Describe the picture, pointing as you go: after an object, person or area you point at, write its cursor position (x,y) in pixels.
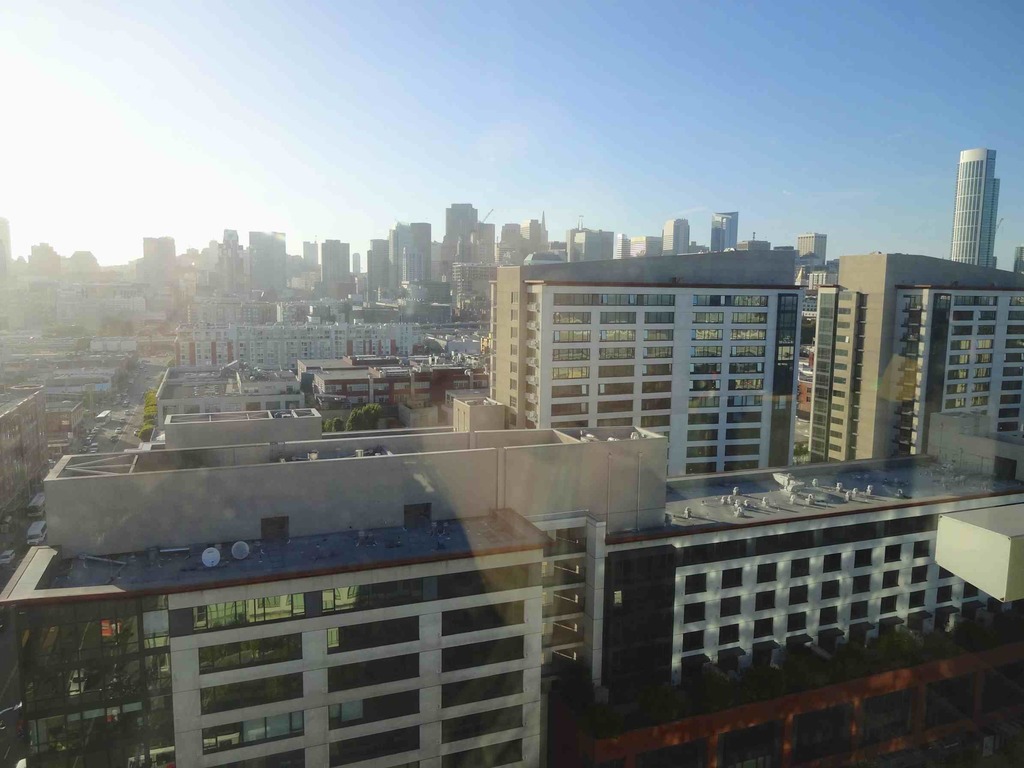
In this image we can see skyscrapers (697,434), buildings (298,472), television antennas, trees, motor vehicles (98,415) on the road (109,408) and sky (451,114).
